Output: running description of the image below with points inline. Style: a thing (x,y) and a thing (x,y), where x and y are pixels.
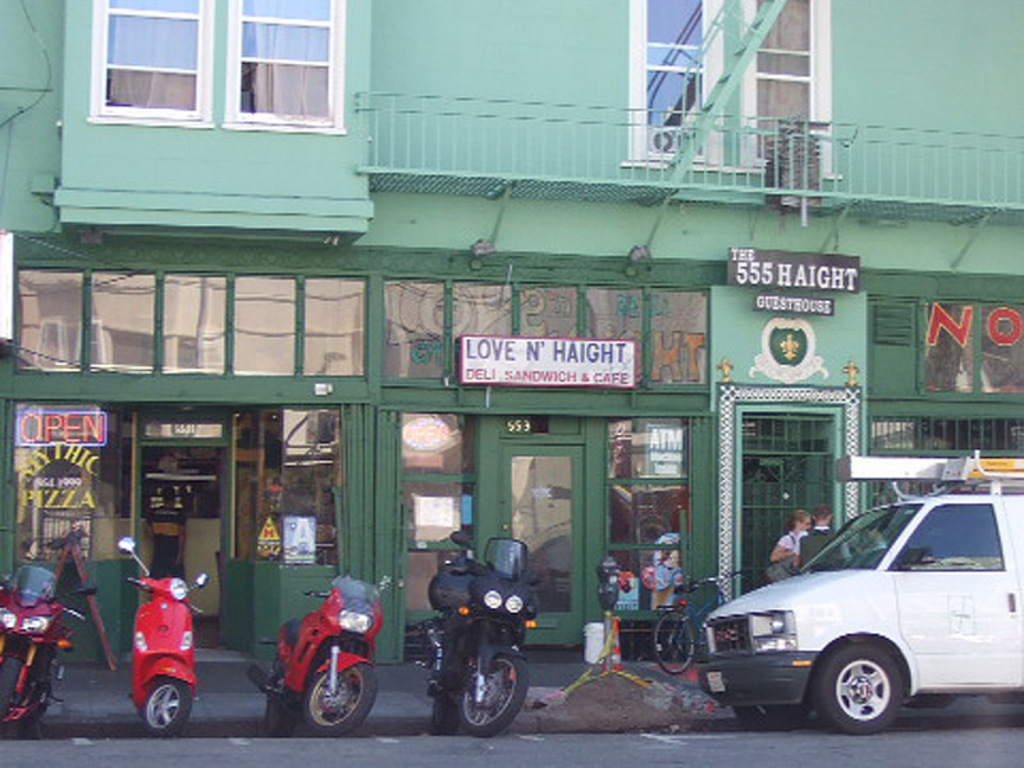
In this image, we can see a building (447,91) and there are windows (308,360) and we can see boards (770,309) and doors (586,612) and there are railings (605,152) and some posters (628,578). At the bottom (297,628), there are vehicles (507,590) on the road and we can see a traffic cone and ribbons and some other objects (607,625).
